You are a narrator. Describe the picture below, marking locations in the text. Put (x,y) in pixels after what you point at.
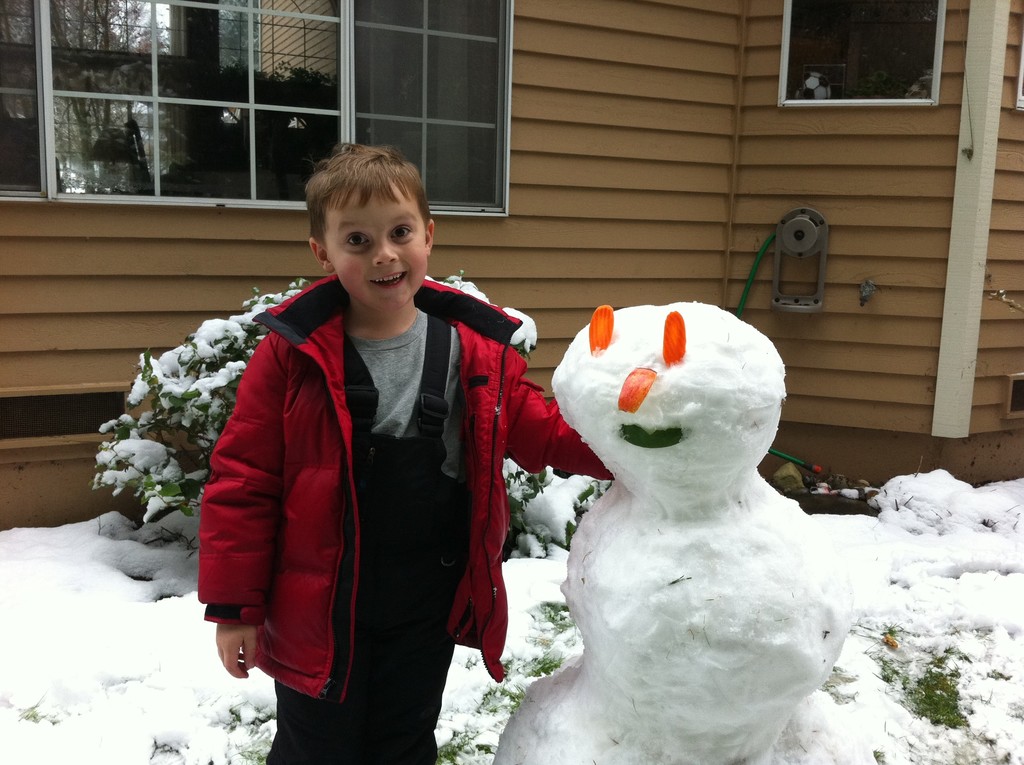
In the center of the image (420,313) we can see a boy (432,354) and also the snowman (720,511). In the background (511,141) we can see the house (682,78). We can also see the shrub (222,340) which is fully covered with the snow (208,349).
